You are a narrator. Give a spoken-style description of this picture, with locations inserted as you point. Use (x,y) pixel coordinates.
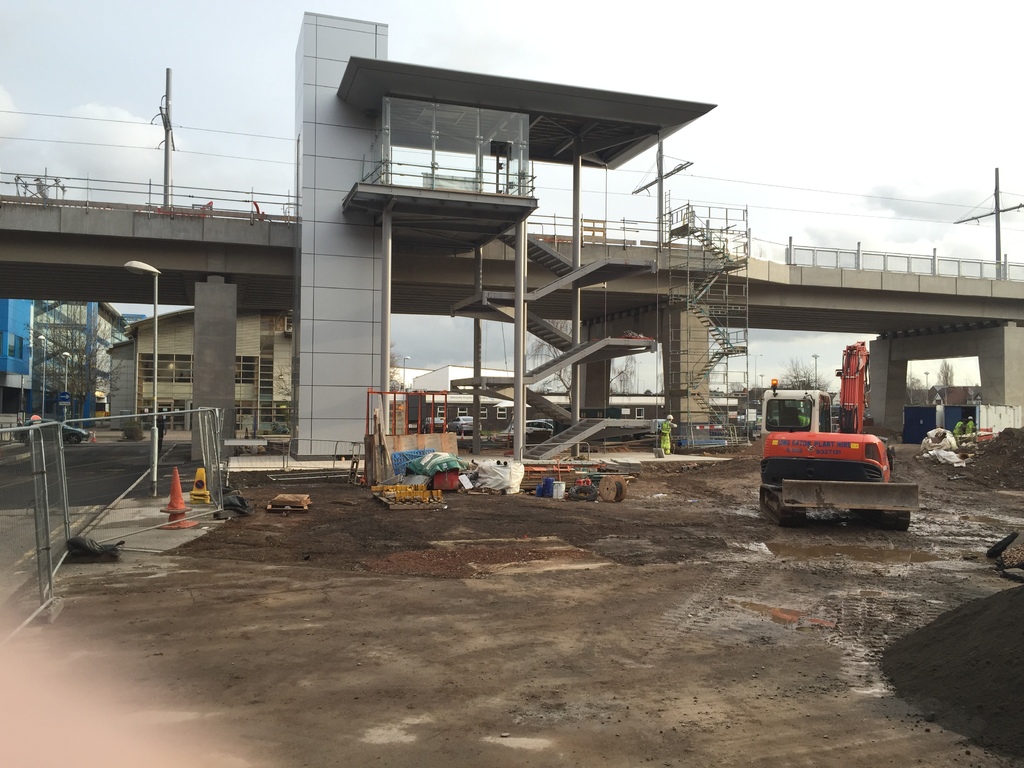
In this picture we can see bridge (787,297) and steps (653,420) to the bridge (502,244) and in front of the bridge (677,331) we can see some vehicles (866,492), land (732,554), traffic cones (178,497), fence (104,481) with metal (152,418), pole (154,351), light (141,270) attached to it and in the background (165,333) we can see buildings (124,350) and here the person (669,415) standing at the steps (637,426).
